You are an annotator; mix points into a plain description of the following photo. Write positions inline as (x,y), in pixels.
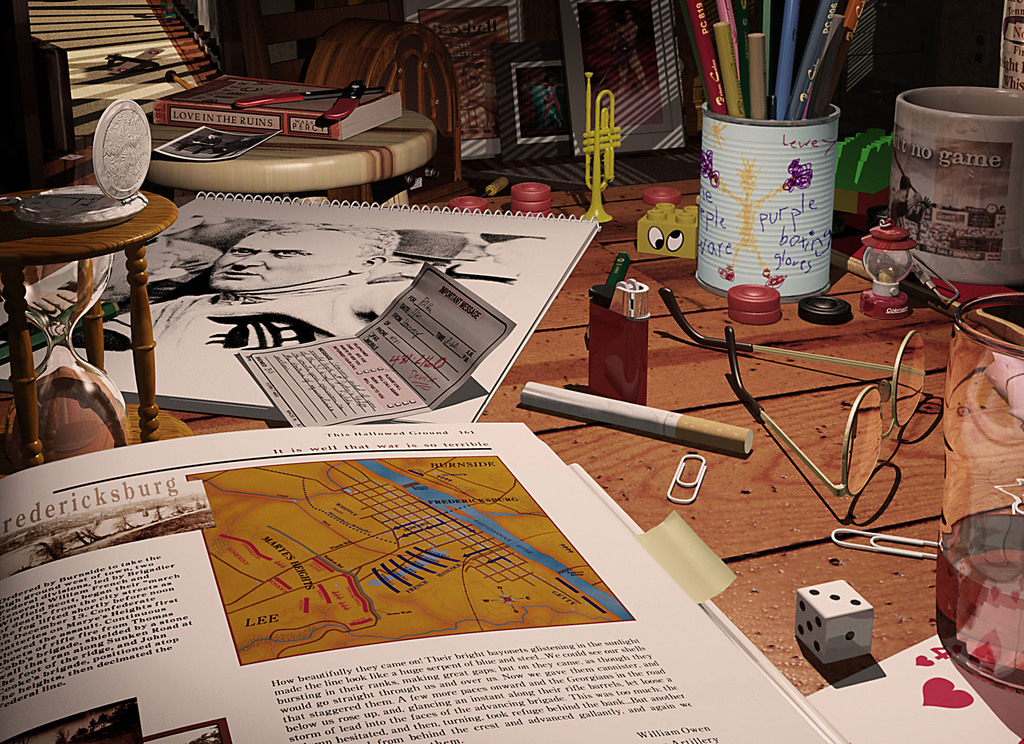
In this picture we can see table (888,349) and on table (821,441) we have so many items (486,307) such as books (261,469), card (393,364), cigarette (600,412), lighter (632,361), spectacle (899,373), dice (813,609), cup (944,187), pens stand (788,164), pens (718,108), trumpet (608,137), knife (352,98).
